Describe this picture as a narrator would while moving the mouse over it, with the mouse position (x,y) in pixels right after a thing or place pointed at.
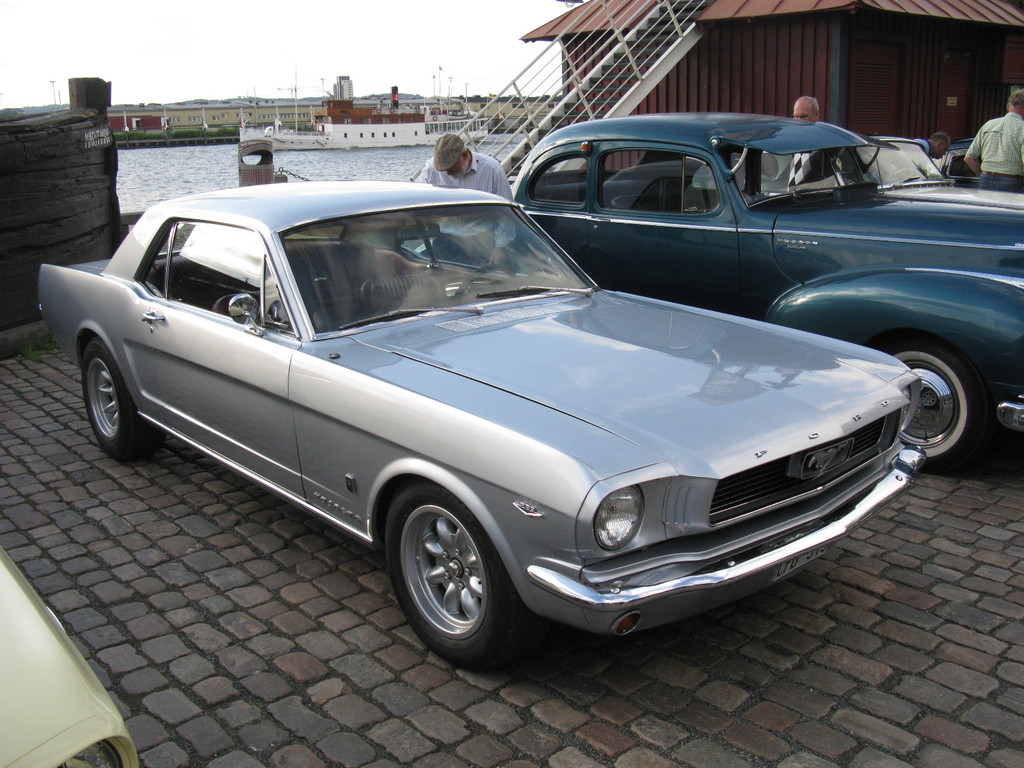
In the foreground of this image (976,311), there are four cars (66,689) on the pavement (778,701) and also persons (979,180) standing. Behind them, there are stairs (617,68), a hut (652,95), bollard (244,162), water (218,166), ship (385,119) on the water (184,171), few buildings (456,104) and the sky (336,32).
